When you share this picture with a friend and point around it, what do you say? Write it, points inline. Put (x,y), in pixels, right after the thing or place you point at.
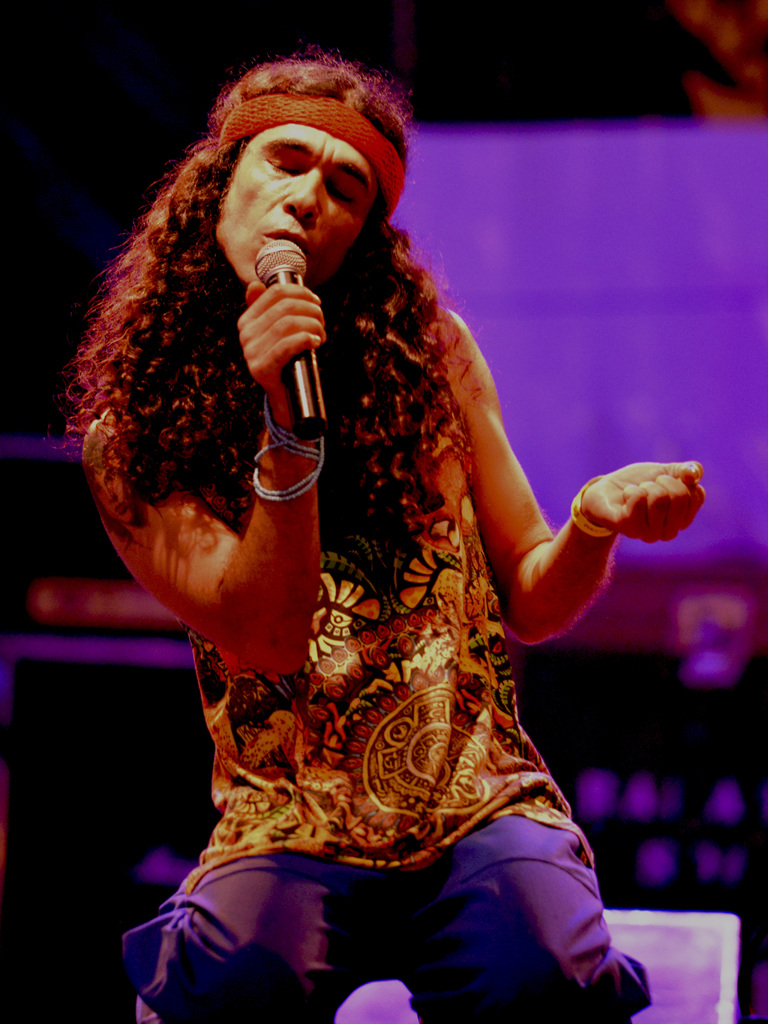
In this image, we can see a person (384,590) is holding a microphone (300,385) and singing. Background (743,42) there is a blur view.
